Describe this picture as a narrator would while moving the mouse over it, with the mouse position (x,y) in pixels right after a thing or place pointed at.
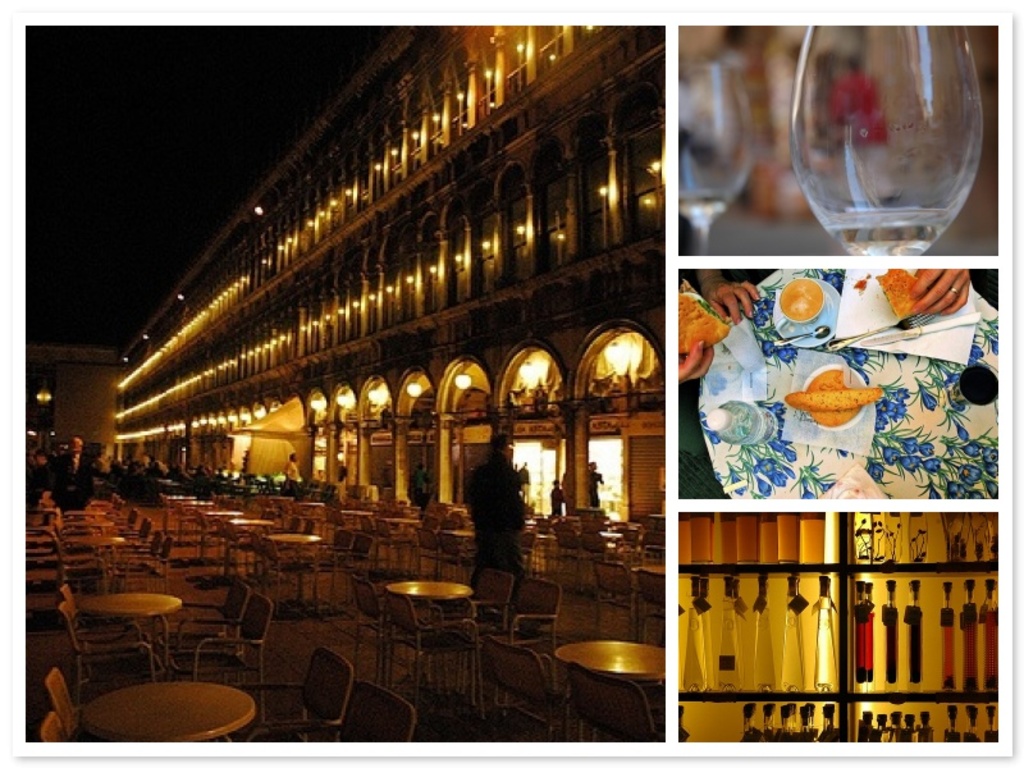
As we can see in the image there is a building (548,285), chair (551,542), glasses (811,170), plate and bottles (788,664).
